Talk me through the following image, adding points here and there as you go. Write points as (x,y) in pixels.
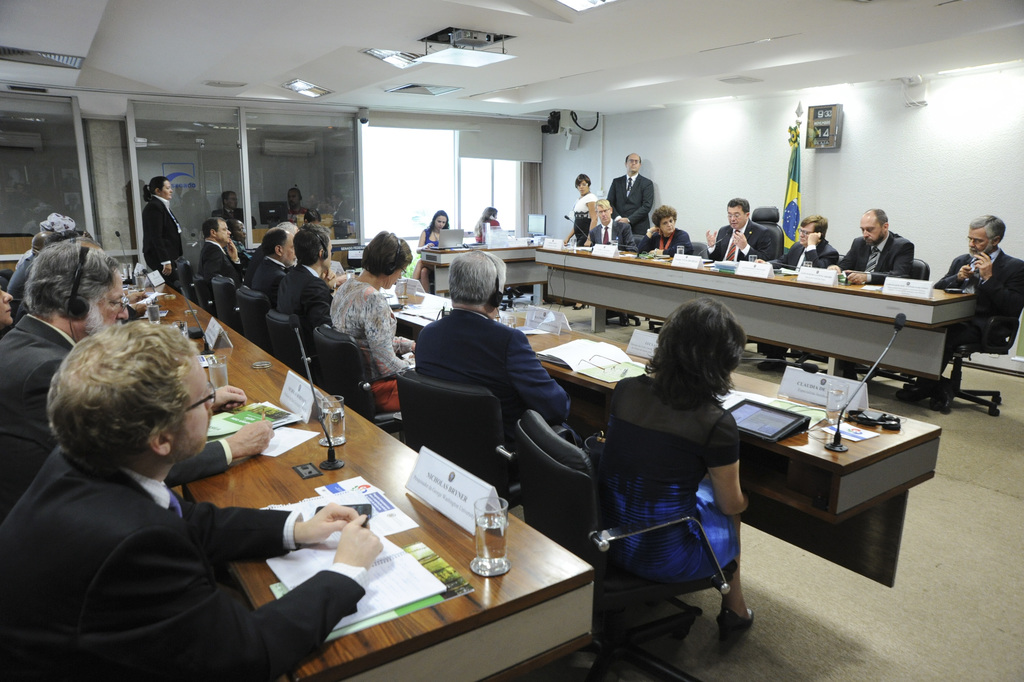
In this image we can see many people (207,392) sitting on the chairs (593,534) near the table (822,518). On the table (819,291) we can see few papers (390,584), glass (493,555) and mic (335,468). This is the glass window (238,173) and this is the flag (792,180).
